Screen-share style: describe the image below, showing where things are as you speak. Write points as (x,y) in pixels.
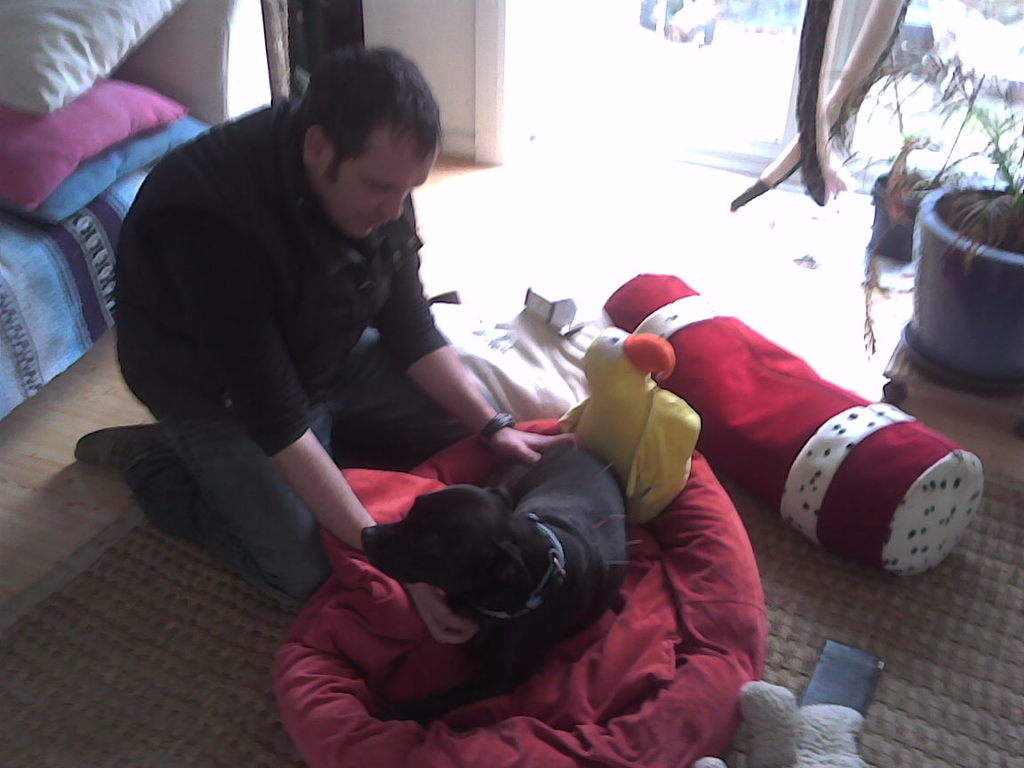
This is the man (274,343) sitting on the floor (165,553) and holding a black color dog (519,550). This looks like a carpet (936,602). I can see a pillow (860,515), blanket (703,687), toys (805,712) and few other things (761,584) on the floor (904,657). I think these are the house plants (935,184). I can see the pillows (66,134) on the bed (62,276).
